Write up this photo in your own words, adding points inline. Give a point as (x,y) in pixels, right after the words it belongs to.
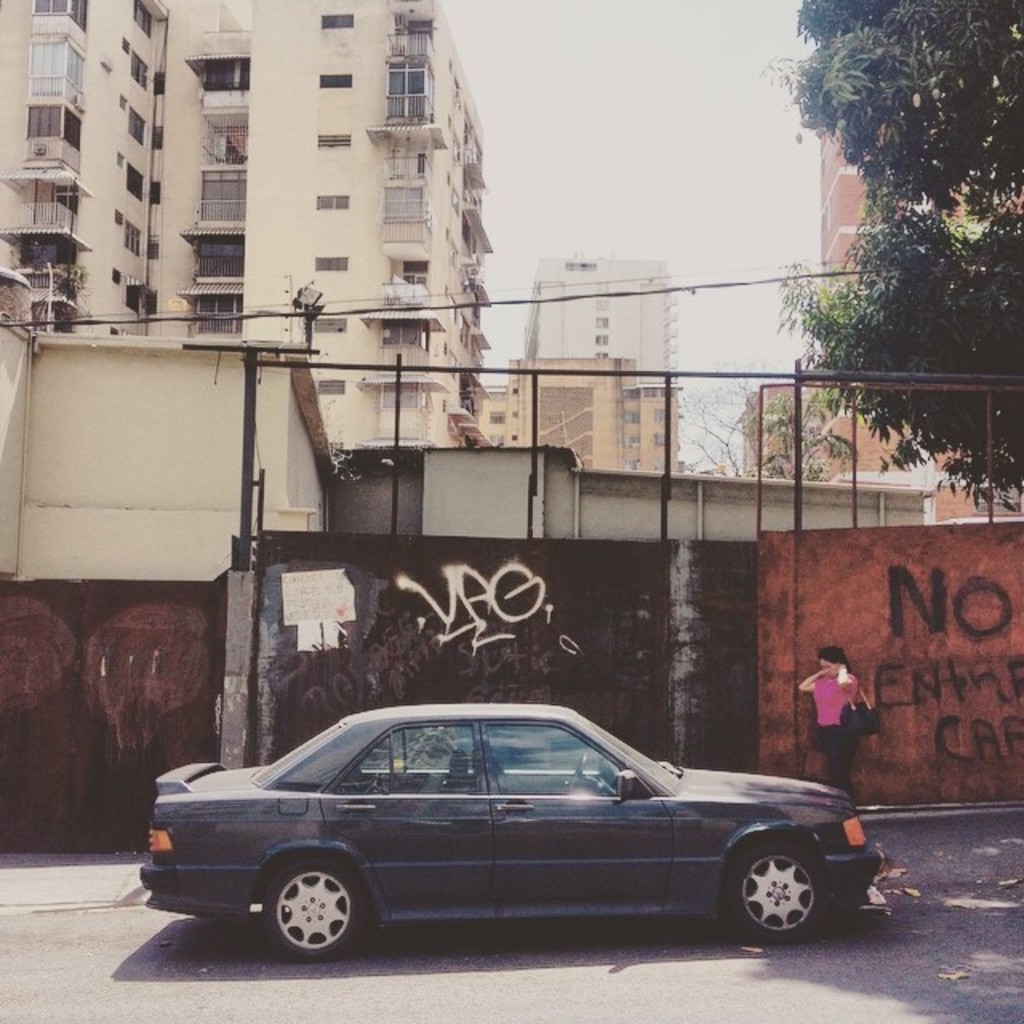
In this image there is a person (822,743) and car (855,836) on the road (131,955) beside that there is a wall (922,643) with some graffiti (919,614), building (352,400) and tree (783,475).
